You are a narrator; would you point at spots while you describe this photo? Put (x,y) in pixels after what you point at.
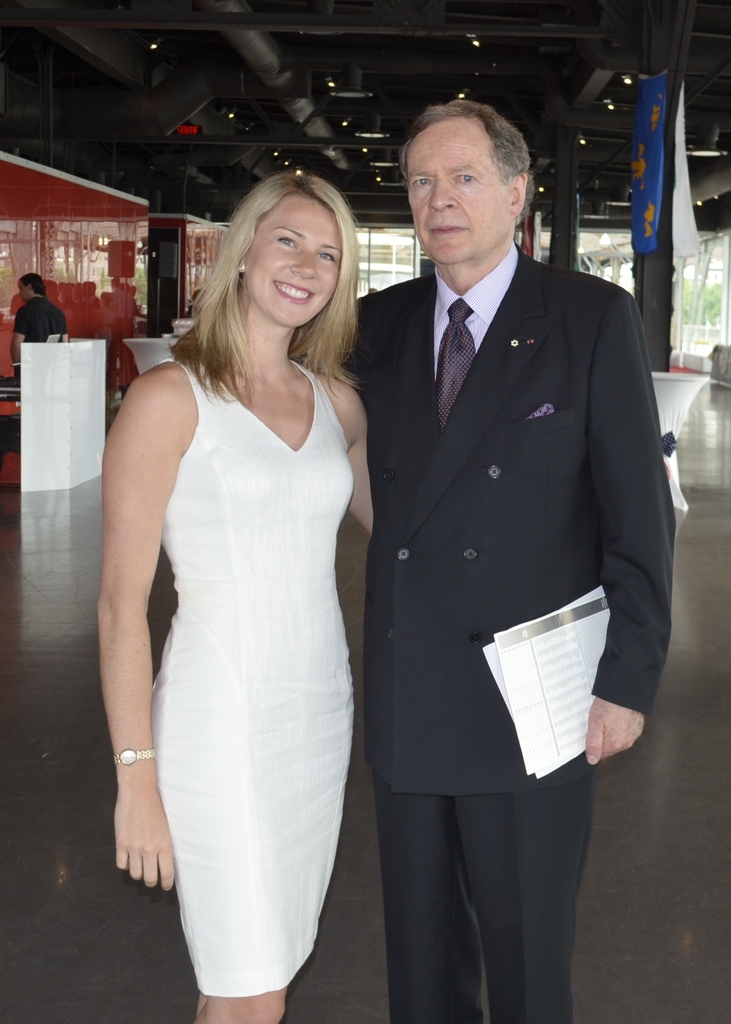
In this picture we can see there are two people (163,506) standing on the floor (169,899). A man (458,501) in the black blazer (458,563) is holding papers (544,664). On the left side of the image (34,301) another person (25,329) is standing on the floor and there are tables (60,367) and some objects (10,398). On the right side of the image (651,181) there are banners (679,184) and trees (713,299). At the top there are lights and pipes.
